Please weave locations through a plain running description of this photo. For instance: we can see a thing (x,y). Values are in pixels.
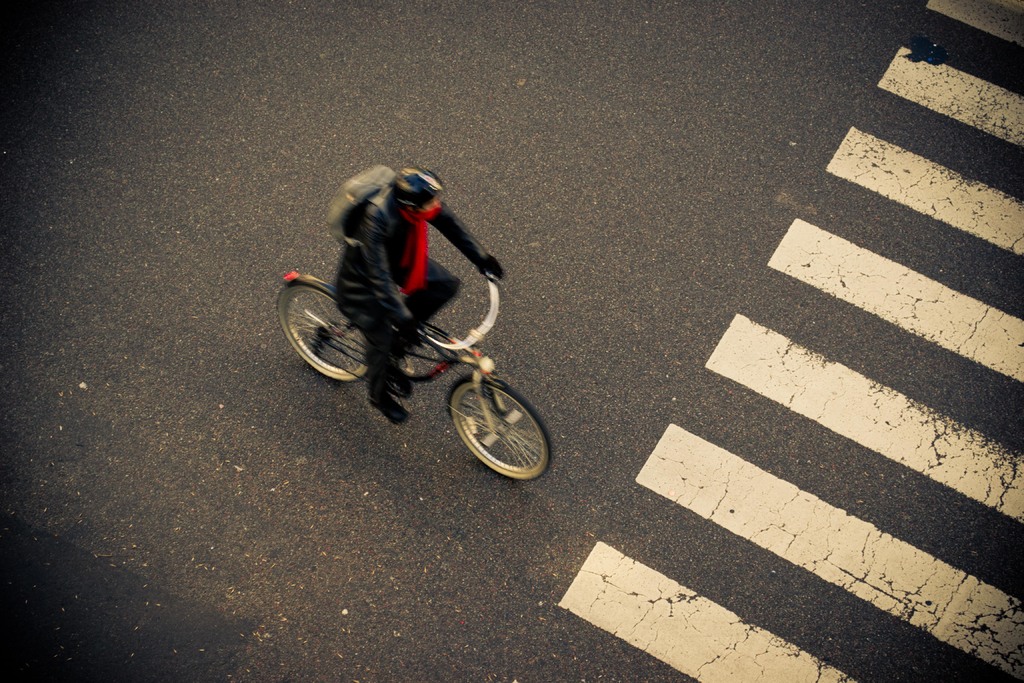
This image consists of a person (391,370) riding a bicycle (504,412). At the bottom (430,560), there is a road (395,160). He is wearing a black dress (378,258) and a backpack (373,195). On the right (882,351), we can see a zebra crossing (761,671).
